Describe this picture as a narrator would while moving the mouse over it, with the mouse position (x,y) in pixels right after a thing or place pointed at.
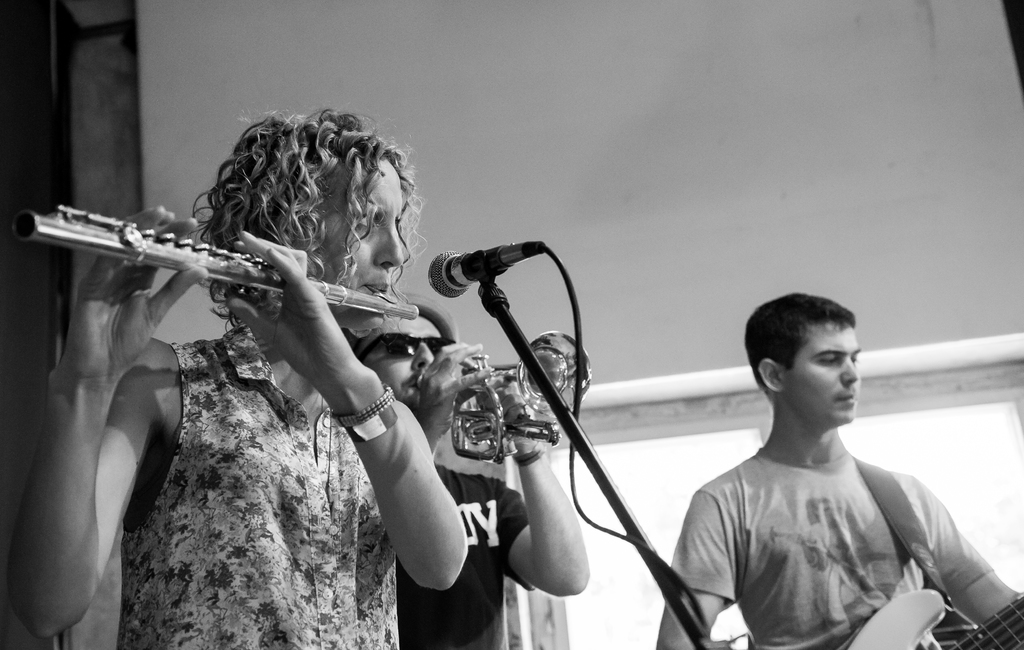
in the picture a woman (417,470) and two man (792,506) are present in which woman (309,454) is playing flute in front of a micro phone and man (551,490) are playing some music instruments (518,435).
